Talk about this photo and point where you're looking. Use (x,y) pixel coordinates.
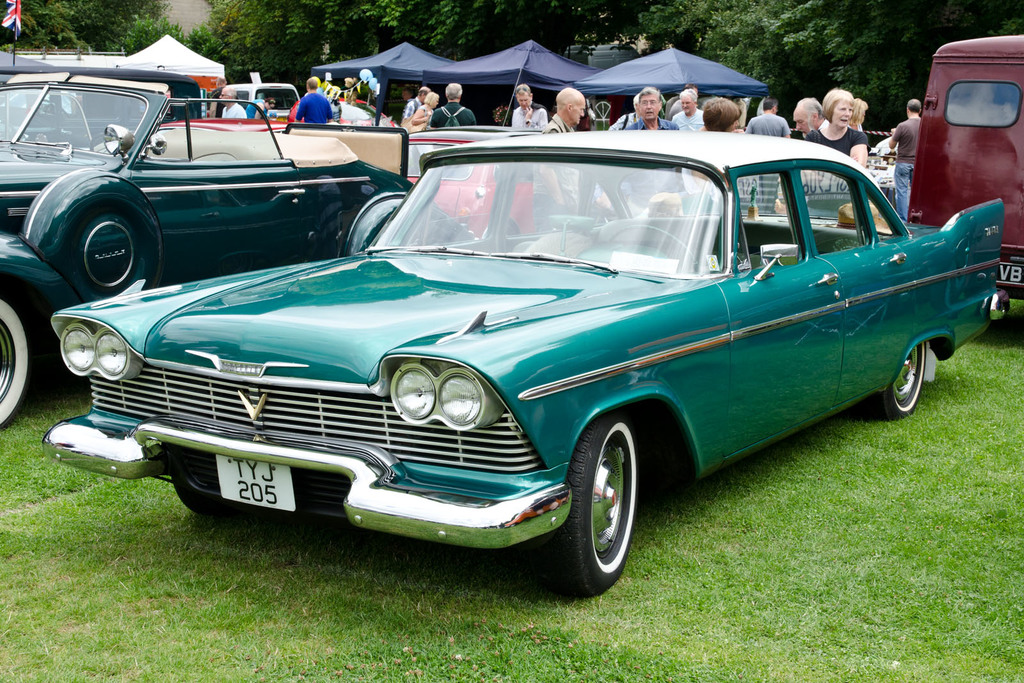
In this image there are vintage cars (554,374) parked on the ground (577,620). There is grass (491,596) on the ground (815,517). Behind the cars (356,152) there are many people (579,116) standing. Behind them there are tents (397,48). At the top (675,10) there are trees (604,30). In the top left (15,27) there is a flag (11,17).
